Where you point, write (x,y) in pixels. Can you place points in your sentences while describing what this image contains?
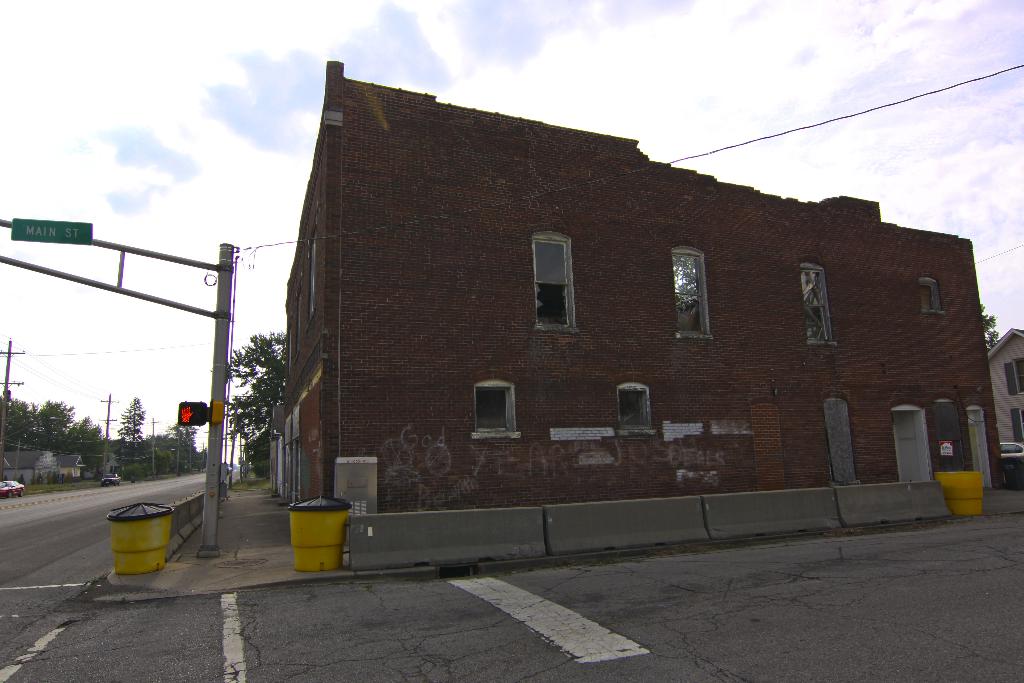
In this image there is the sky (476,50) truncated towards the top of the image (190,69), there are trees (39,435) truncated towards the left of the image (108,447), there are poles (153,435), there are wires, there is a wire (982,79) towards the right of the image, there is road (269,618) truncated towards the bottom of the image (459,636), there are objects (341,538) on the ground (986,509), there is a building (885,359) towards the right of the image (1021,364), there are windows (560,264), there is a door (914,467), there are cars (111,481), there is a board (61,232), there is text (41,232) on the board (88,236).
